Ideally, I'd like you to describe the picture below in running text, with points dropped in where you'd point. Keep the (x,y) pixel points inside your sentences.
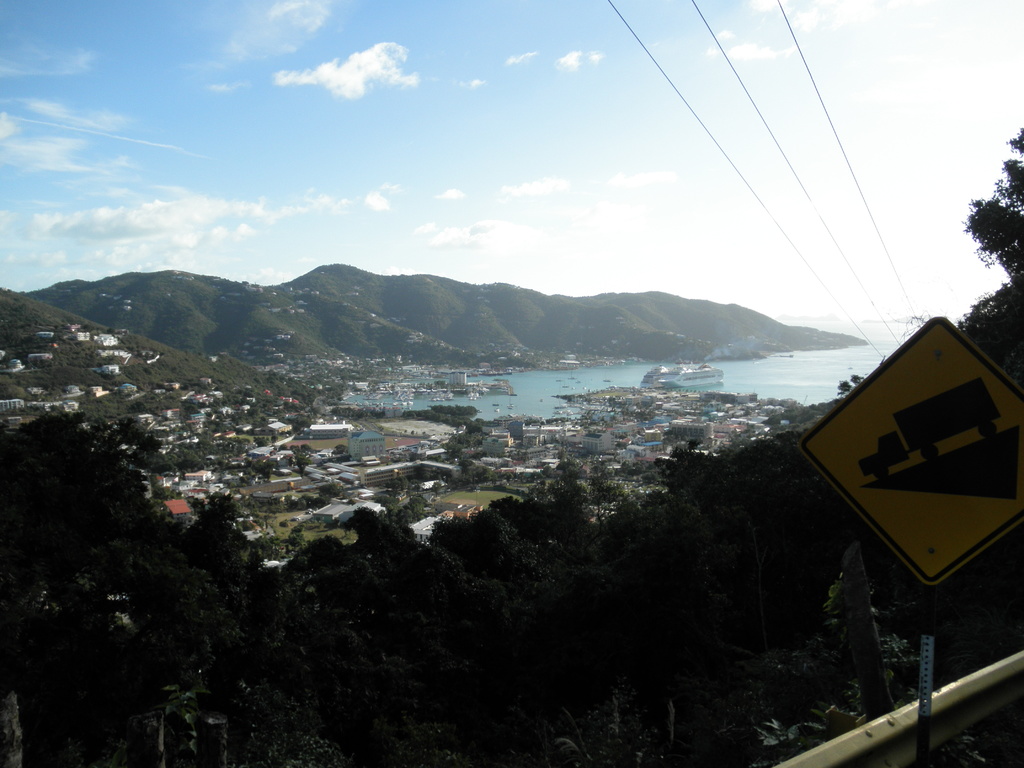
In this picture there is a sign board (929,472) attached to a pole (924,636) behind it and there are trees (386,600), buildings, water (533,378) and mountains (424,309) in the background (381,326).
